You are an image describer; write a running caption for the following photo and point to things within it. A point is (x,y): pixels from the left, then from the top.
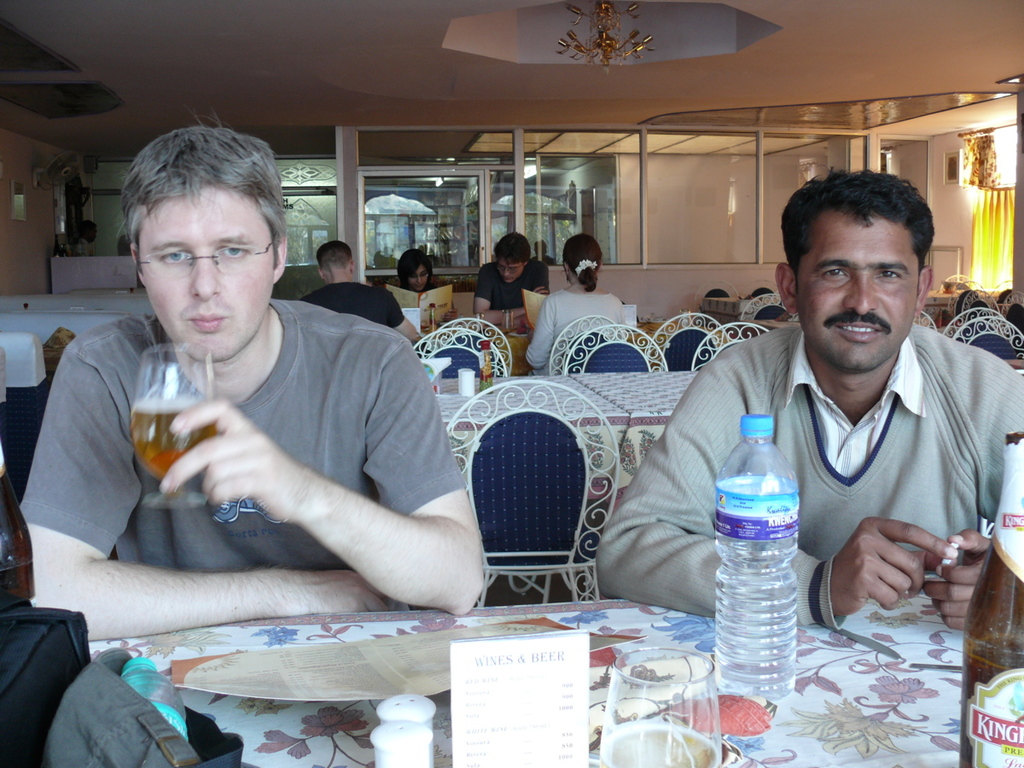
The picture is inside a restaurant (462,407). There are many tables (697,625) and chairs (565,369). The left side person (309,348) wearing a grey t shirt (118,494) holding a glass (161,394). He is wearing glasses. In the right side (915,452) person (842,519) is wearing grey sweater (776,416). On the table (889,615) there are bottles (722,659), glass (652,704), card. On the back of them there are few people (491,301) sitting in chair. In front of there is table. In the background (449,190) there is glass wall (661,163). In the top (587,50) there is chandelier (574,56).
